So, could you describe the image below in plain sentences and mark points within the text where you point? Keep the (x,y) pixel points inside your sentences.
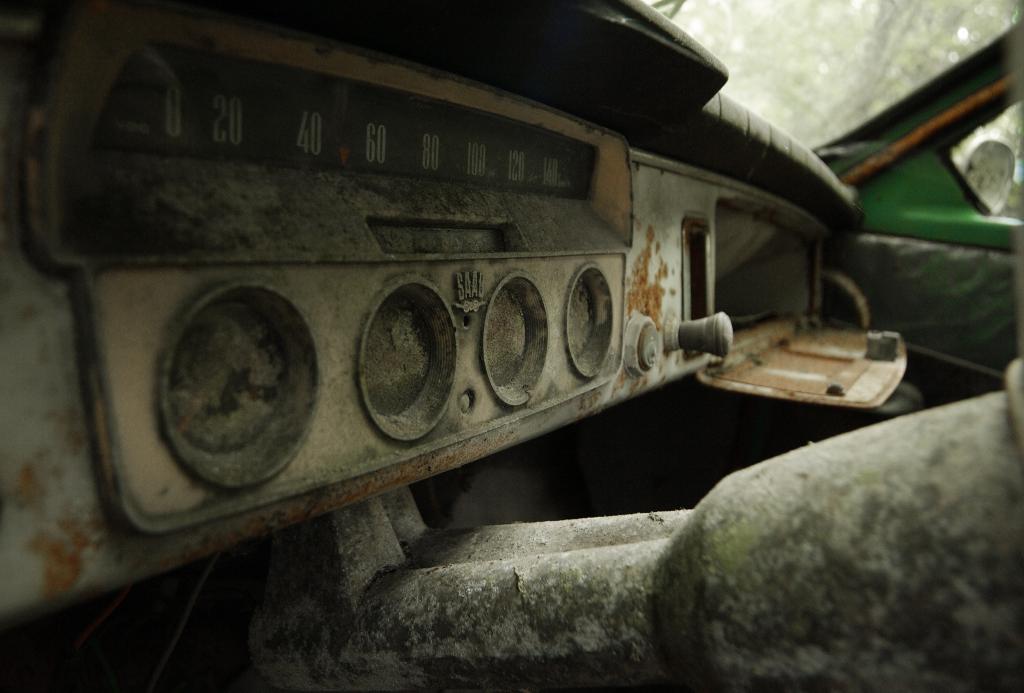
In the image I can see a vehicle (423,301) in which there are some speedometers (239,475) and also I can see the rust (49,552).
